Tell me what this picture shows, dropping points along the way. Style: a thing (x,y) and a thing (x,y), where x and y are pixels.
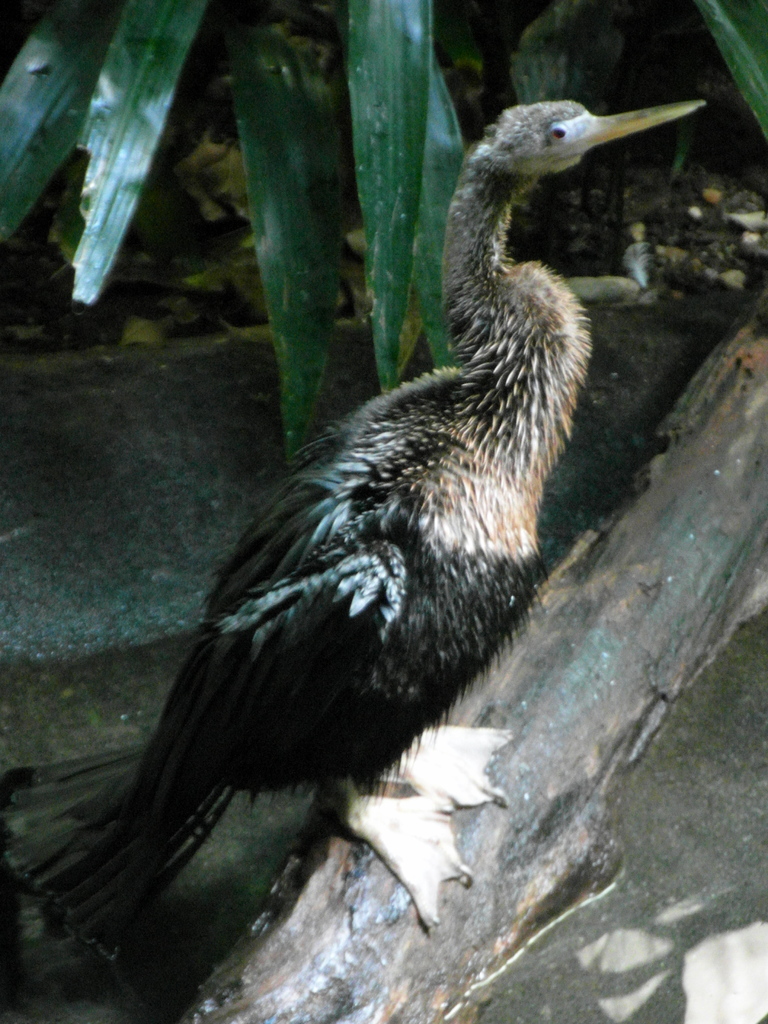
In the image we can see the bird (467,444) on the wooden log (519,659). Here we can see water (81,676), sand (51,308) and leaves (95,272).
